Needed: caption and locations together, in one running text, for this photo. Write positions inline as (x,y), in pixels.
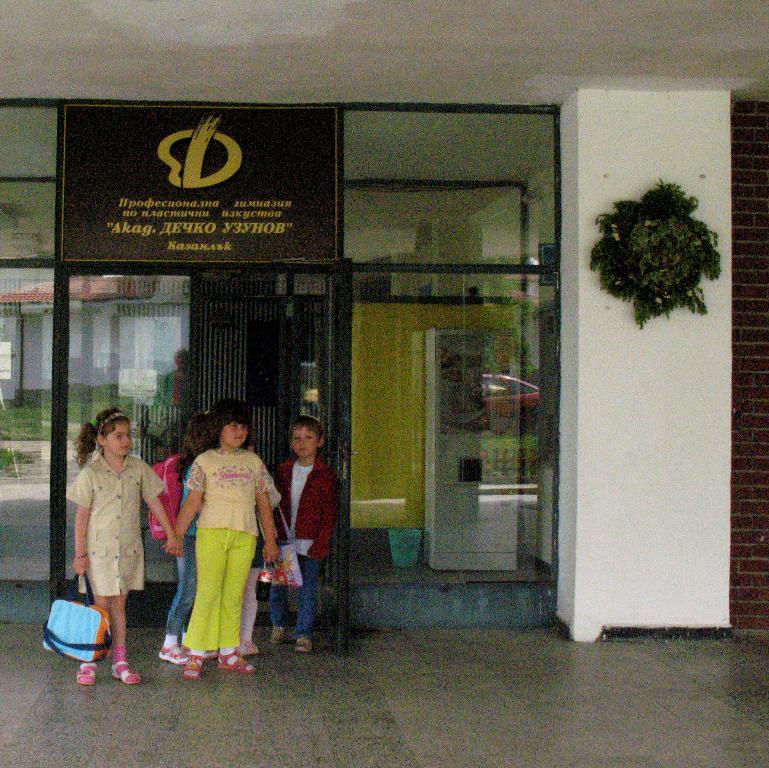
There are few kids (207,514) standing and there are some other objects (177,323) behind them.
